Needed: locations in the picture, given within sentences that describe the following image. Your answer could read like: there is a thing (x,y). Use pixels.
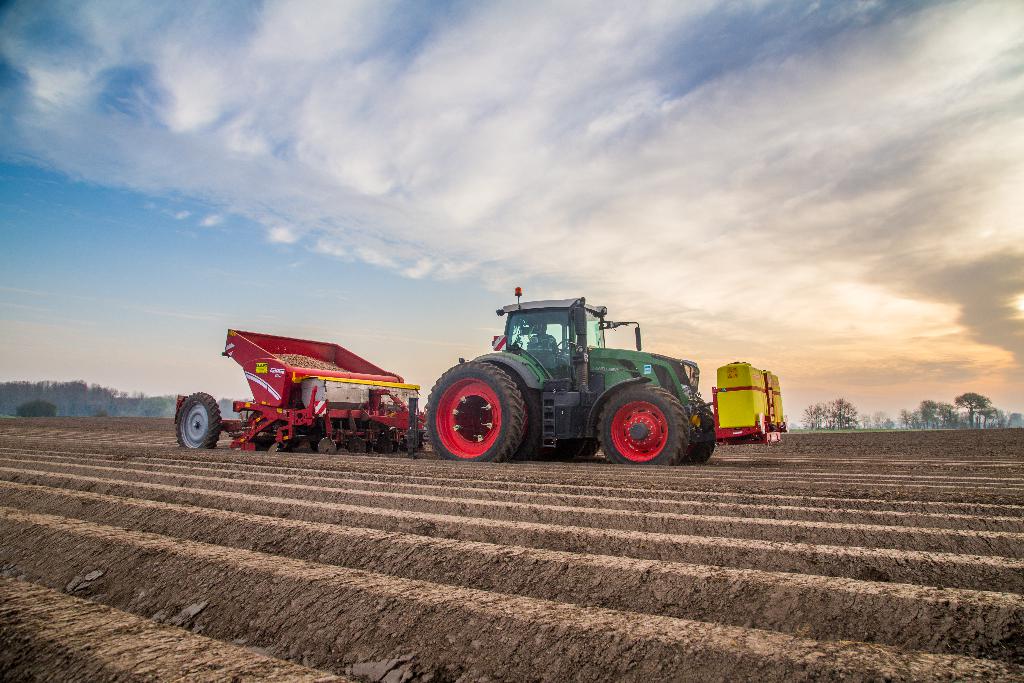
In this image, I can see a tractor (448,419) with the machine (400,420), which is on a field (405,458). In the background (115,414), there are trees (79,405) and the sky (545,287).
